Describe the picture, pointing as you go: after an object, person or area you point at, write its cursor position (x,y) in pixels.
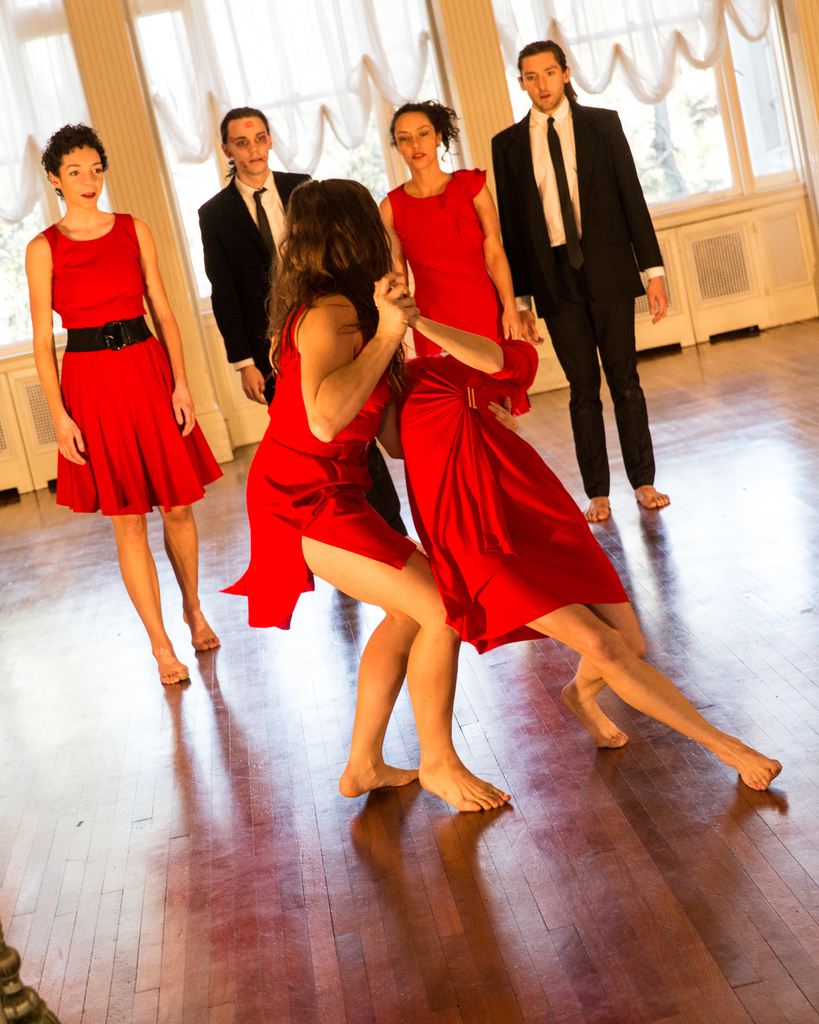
In this image there are four people (122,266) standing on the ground (116,576). In front of them there are two women (401,412) dancing. The floor (298,744) is furnished with the wood (612,878). In the background (699,222) there are cupboards (744,275) to the wall (111,47). There are glass windows (753,50) to the wall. There are curtains (330,81) to the windows (421,66).
